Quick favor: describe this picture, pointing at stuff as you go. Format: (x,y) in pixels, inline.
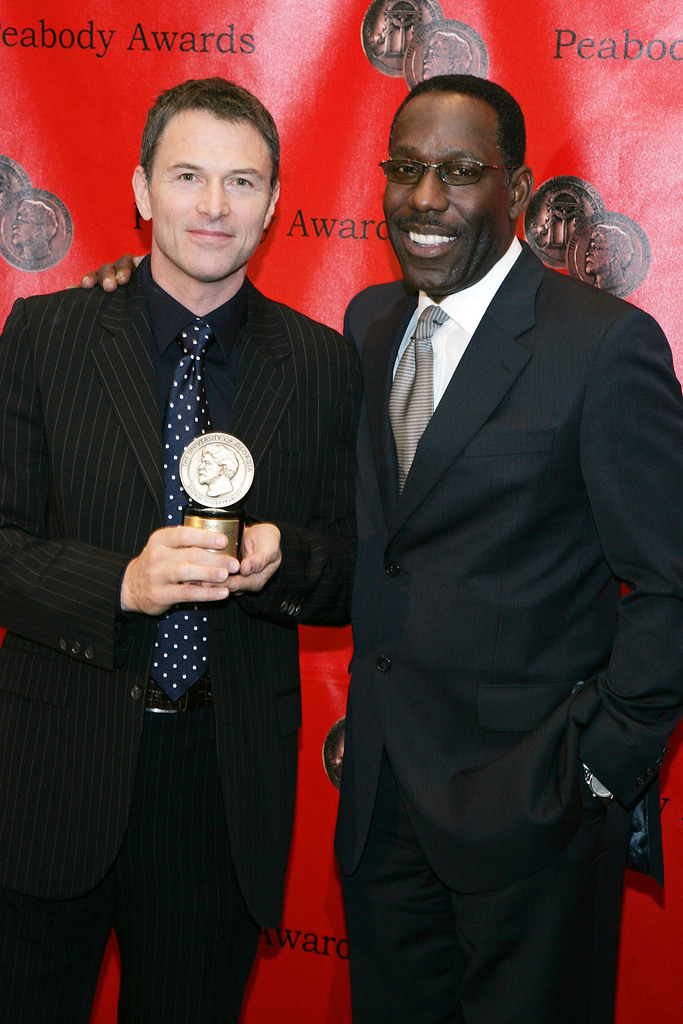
In this picture we can see two men (214,718) standing here, they wore suits (386,707), a man (229,735) on the left side (218,737) is holding an award (228,535).
